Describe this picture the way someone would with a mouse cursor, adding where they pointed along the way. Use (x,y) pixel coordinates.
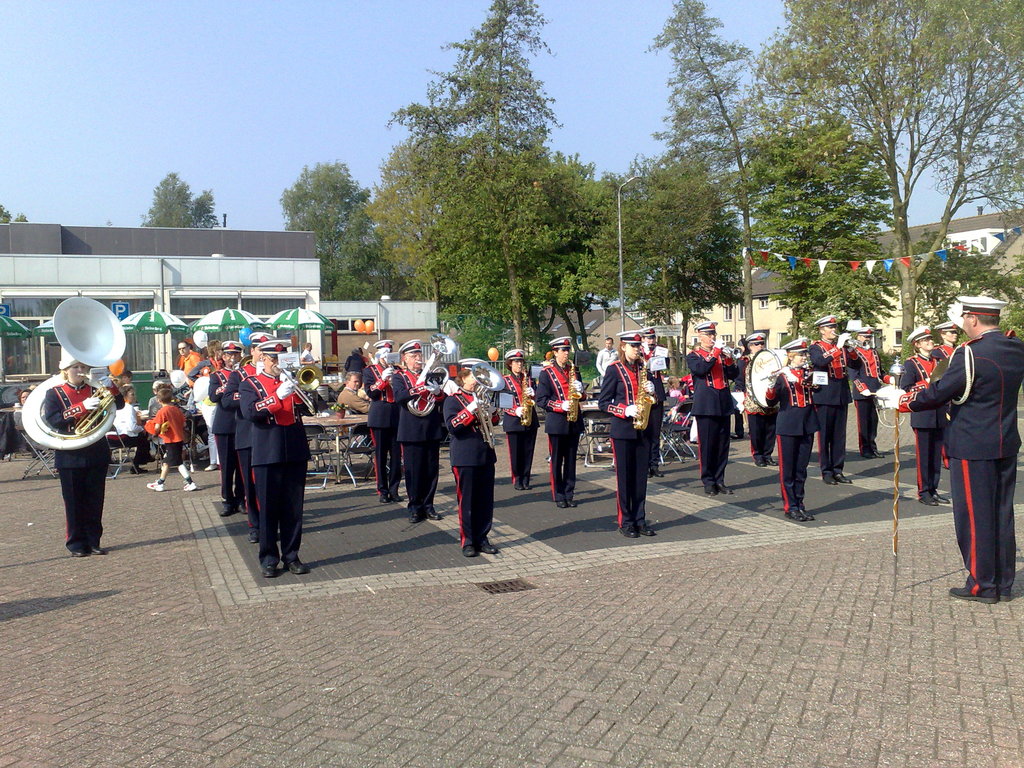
In this image we can see some group of persons (984,469) wearing similar dress (273,531) standing and playing some musical instruments (99,429) and in the background of the image (835,234) there are some trees (468,300), houses (380,314) and top of the image (278,85) there is clear sky (197,111).
